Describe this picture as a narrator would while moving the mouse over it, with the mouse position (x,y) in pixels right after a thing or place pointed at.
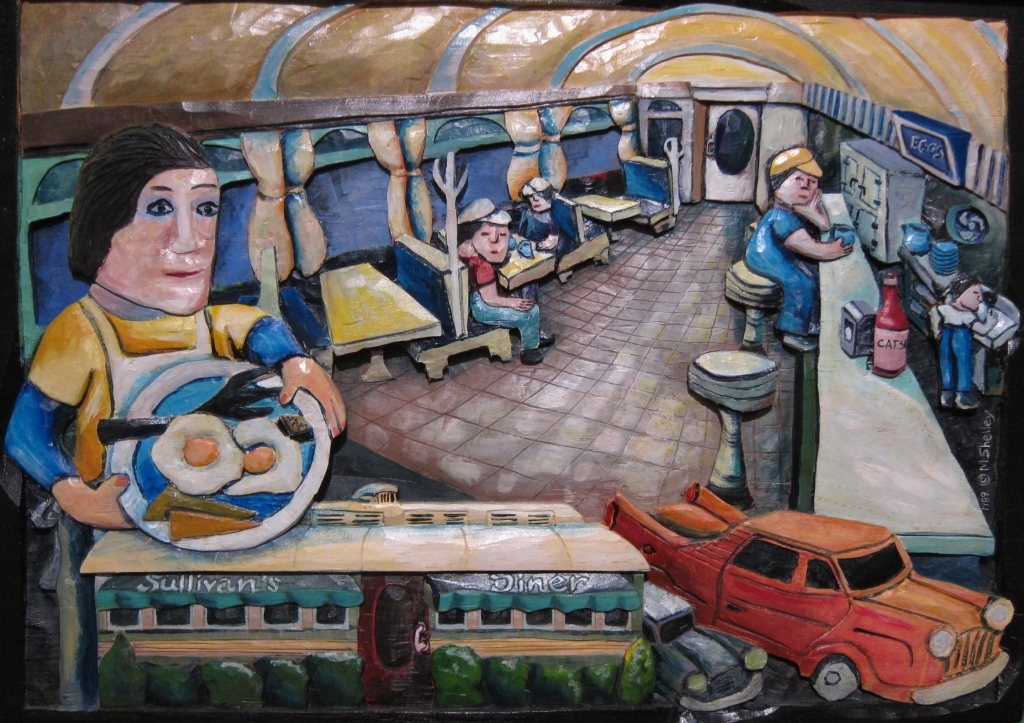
This looks like a painting. I can see a person (165,310) holding a plate (278,383). I think these are the vehicles (880,611) and a shop (428,672). This looks like a restaurant (595,502). There are three people (801,275) sitting on the chairs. I can see a bottle (884,312) and an object (849,337) on the table (880,446). This looks like a cupboard (881,198). Here is the door (733,155).
